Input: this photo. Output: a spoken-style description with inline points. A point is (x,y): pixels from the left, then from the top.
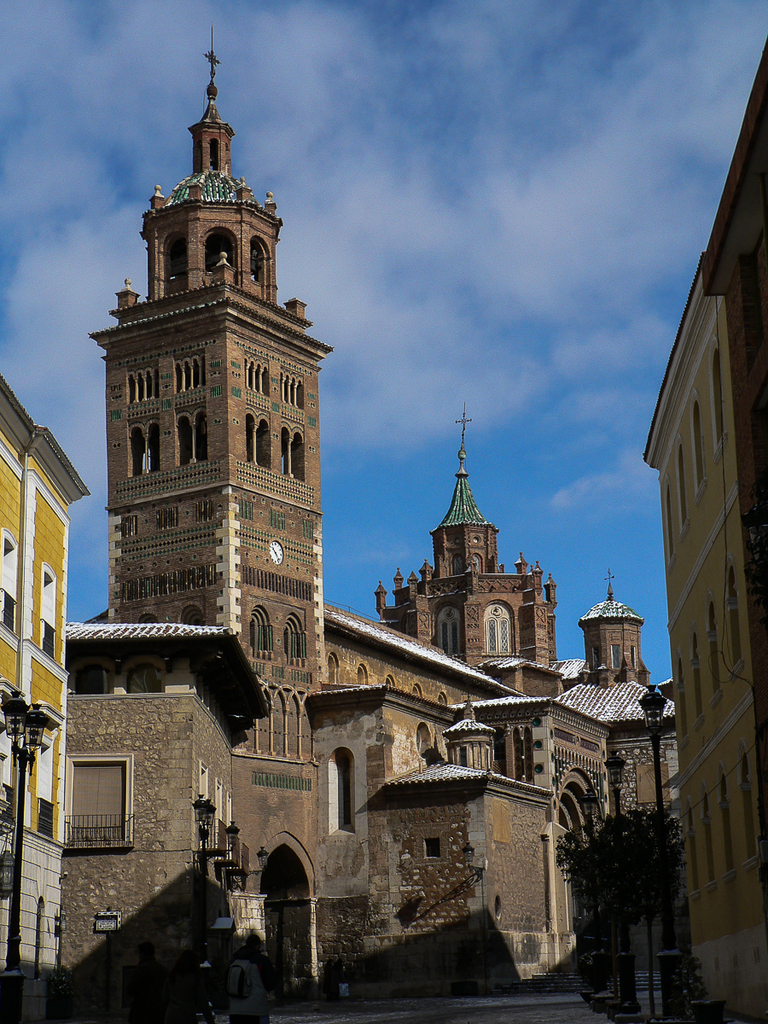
In this image there are people (248,941) walking on the road (360,1013). There are buildings (502,804), trees (604,826), street lights (661,698). In the background of the image (514,206) there is sky (552,203).
